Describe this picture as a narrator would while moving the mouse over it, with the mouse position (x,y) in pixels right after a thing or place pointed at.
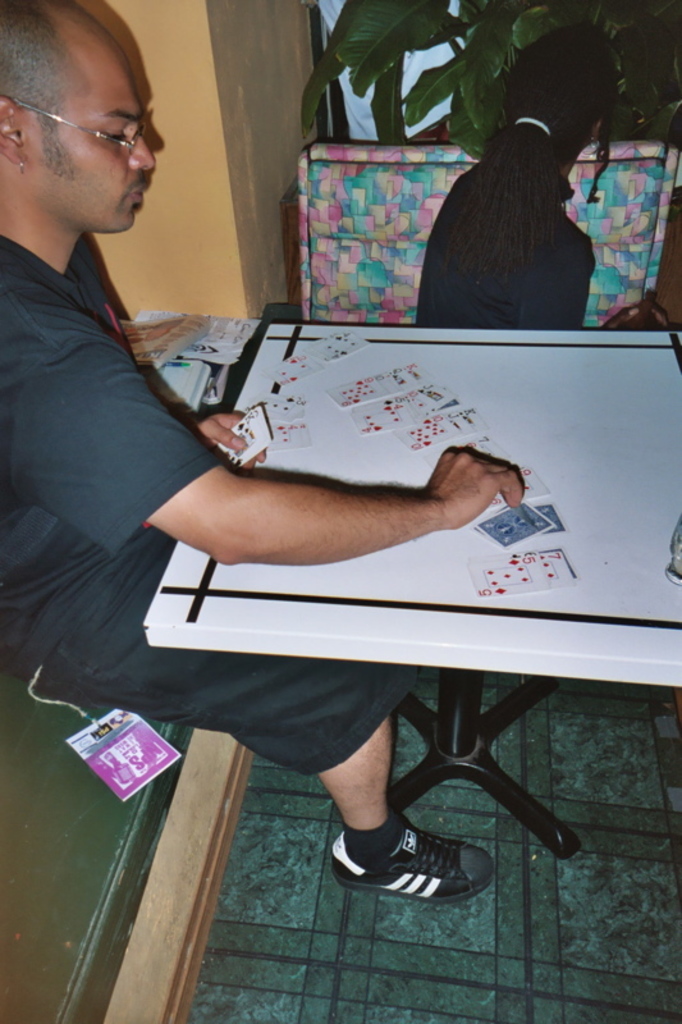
In this image, we can see a man (137,674) sitting and he is placing the cards (276,369) on the table (552,546), we can see a person (587,257) sitting, there is a green plant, we can see the wall (176,25).
